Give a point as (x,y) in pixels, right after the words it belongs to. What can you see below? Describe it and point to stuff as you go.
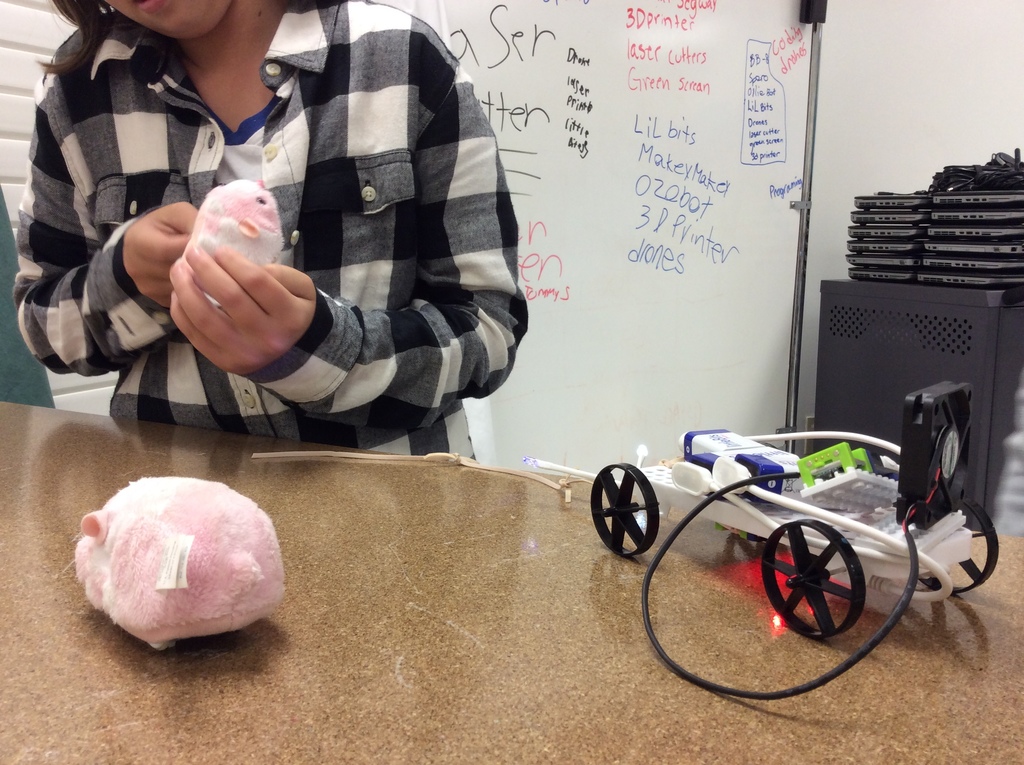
In this picture I can see a person (235,349) is holding some object (259,204). The person (265,269) is wearing a shirt (298,158). On the table (542,596) I can see toys (256,579) and other objects (823,609). In the background (743,171) I can see a board (776,190) on the wall (857,132). On the board (621,126) I can see something written on it. On the right side (944,301) I can see some other objects (963,311).
